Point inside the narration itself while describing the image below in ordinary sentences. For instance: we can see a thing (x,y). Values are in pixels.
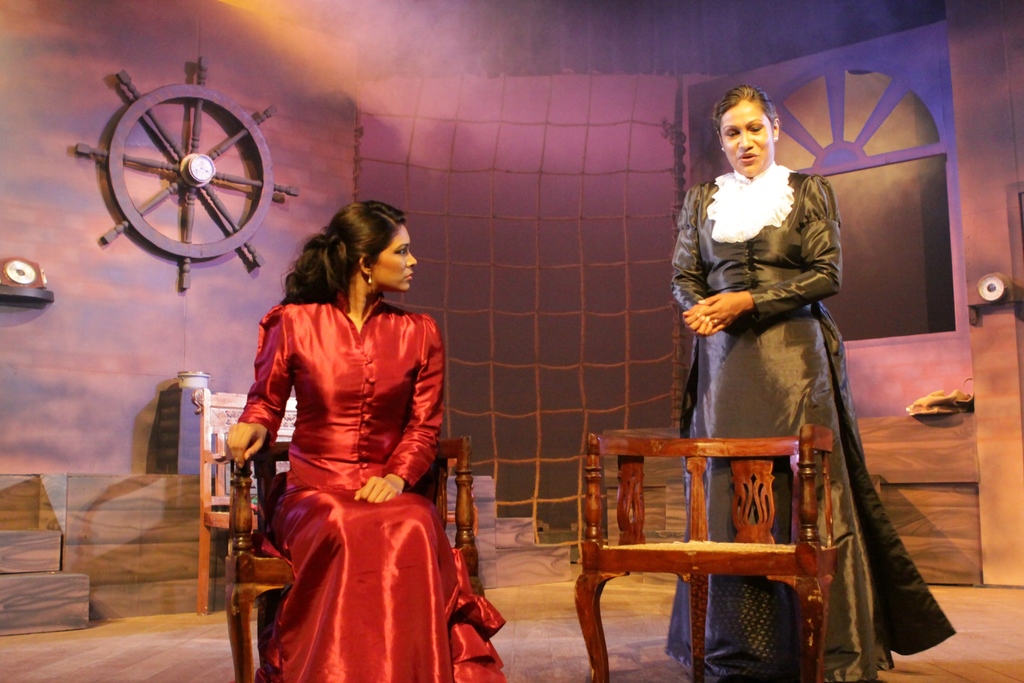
In this image the lady (366,382) wearing red dress (407,600) is sitting on the chair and lady (768,433) wearing black dress (799,366) is standing. In the background (359,200) there is a wall (128,286) and net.
